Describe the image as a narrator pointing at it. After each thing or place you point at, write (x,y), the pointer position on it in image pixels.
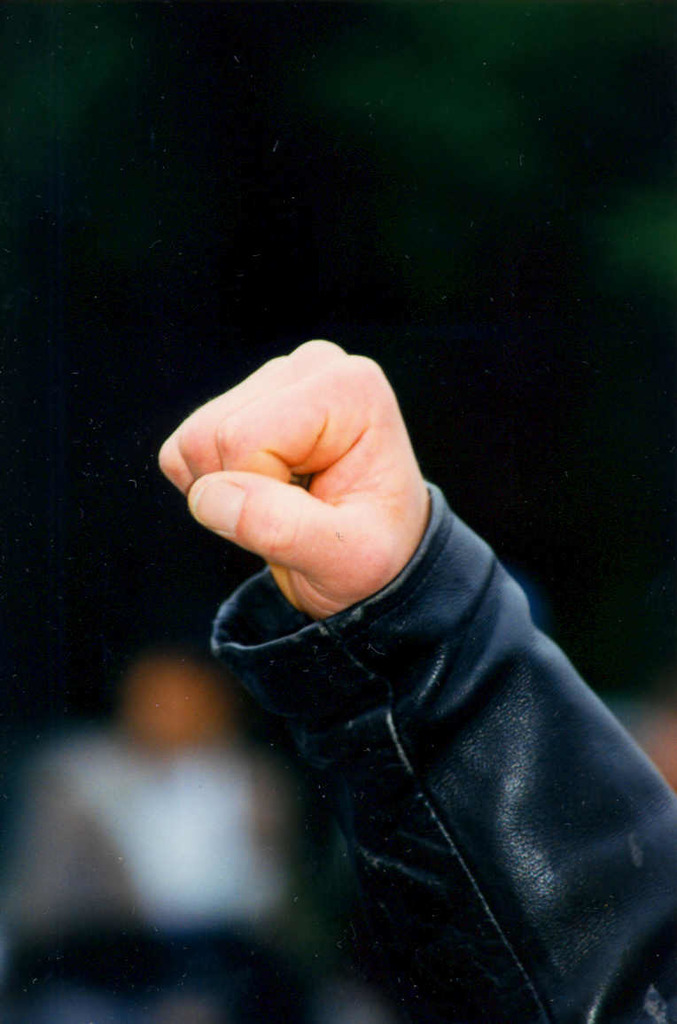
In this image we can see a person's hand (316,609).
